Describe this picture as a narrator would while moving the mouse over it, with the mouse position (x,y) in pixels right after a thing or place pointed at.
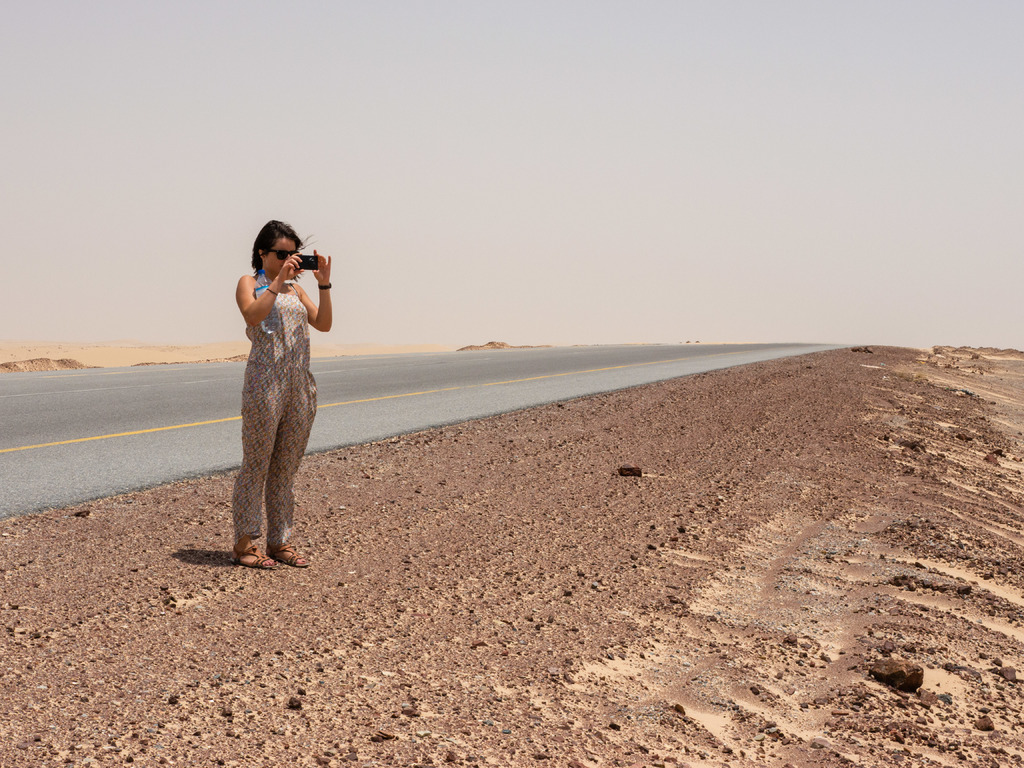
In this image I can see the person (284,264) standing and holding the mobile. In the background (334,166) I can see the sky (358,93) in white color.
